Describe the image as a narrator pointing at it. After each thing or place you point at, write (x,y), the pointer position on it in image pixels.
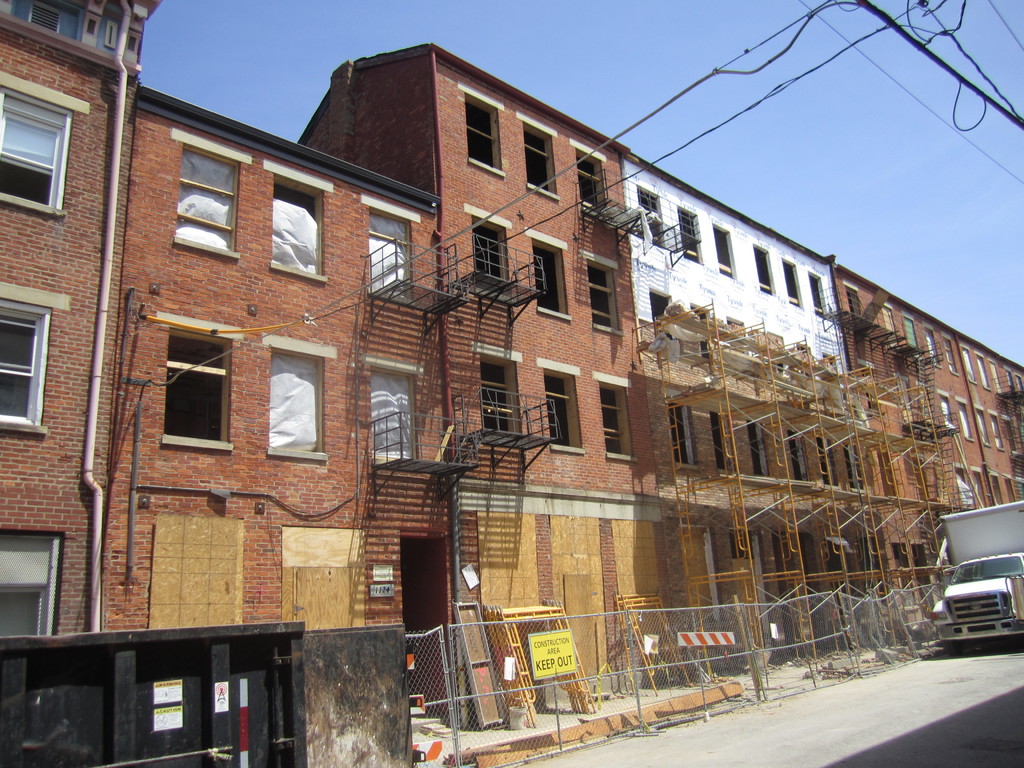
In this image I can see a building (307,266) in brown color, at right (1012,581) I can see a vehicle (1013,581) on the road (1011,672). There is a railing (651,665) and the sky (789,120) is in blue color.
